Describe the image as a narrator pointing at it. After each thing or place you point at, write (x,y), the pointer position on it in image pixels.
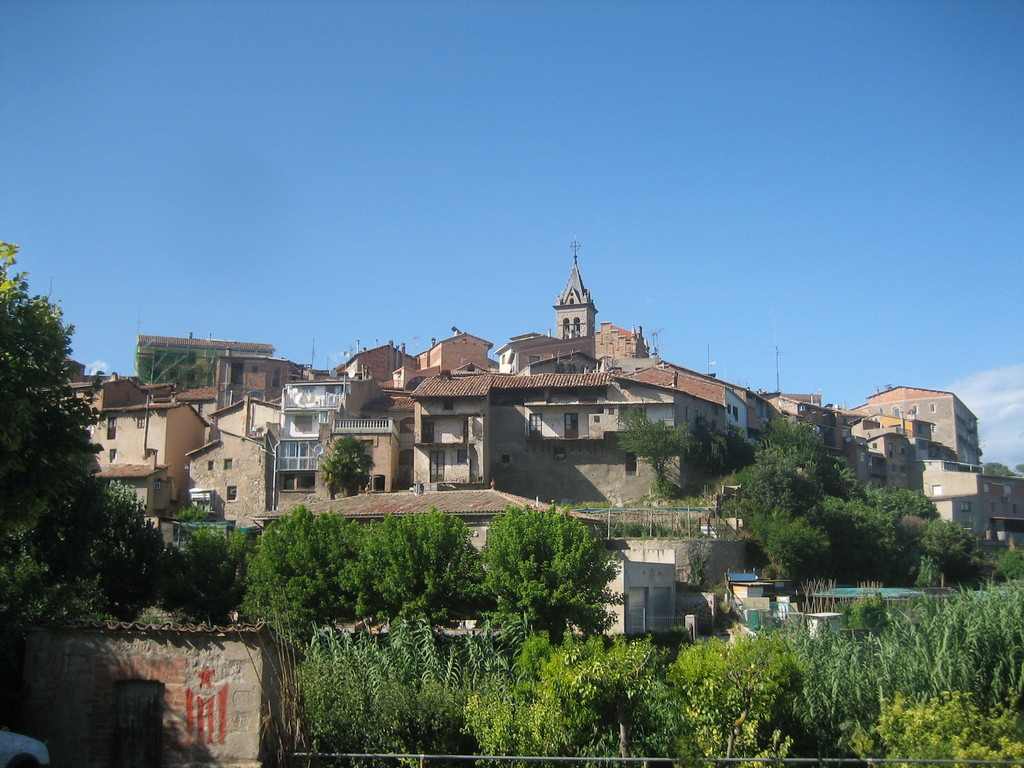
This image consists of many houses (129,433). At the top (231,144), there is sky (369,185). In the front (603,547), we can see many plants (444,664) and trees (60,554). On the left (203,660), there is a small room (244,648).
